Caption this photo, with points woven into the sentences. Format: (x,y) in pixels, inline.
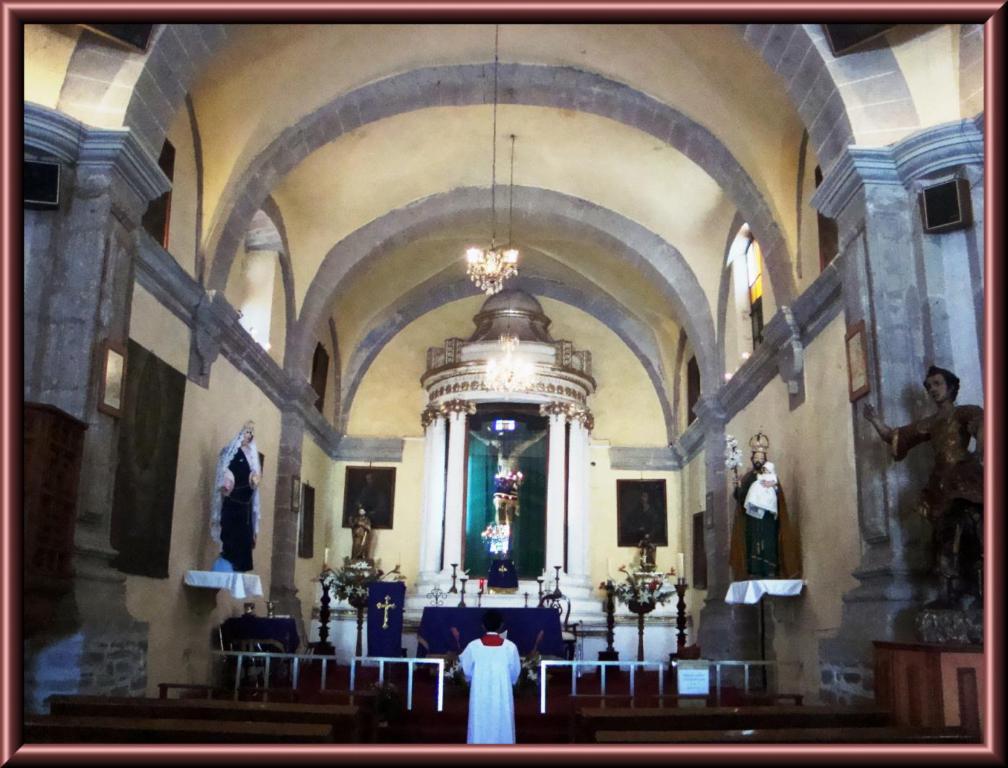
In the image we can see a frame (991,481). In the frame (991,481) we can see some benches (608,739) and a person (502,643). Behind the person (506,655) there is a fencing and there are some statues (769,529). Top of the image (785,161) there is roof (508,171) and light (480,269).
